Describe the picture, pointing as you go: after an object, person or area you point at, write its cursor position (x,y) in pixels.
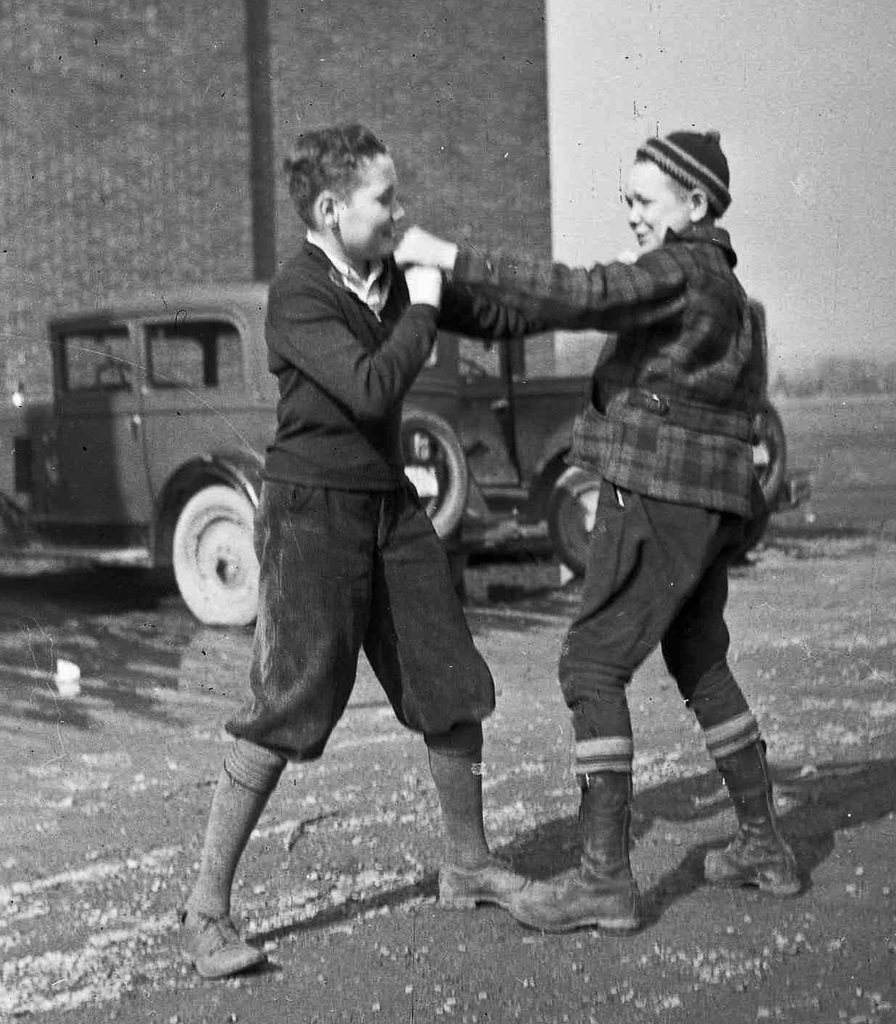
In the middle of the image (364,427) two persons (646,204) are standing and smiling. Behind them there are some vehicles (531,433). At the top of the image (522,240) there is wall (32,44).
